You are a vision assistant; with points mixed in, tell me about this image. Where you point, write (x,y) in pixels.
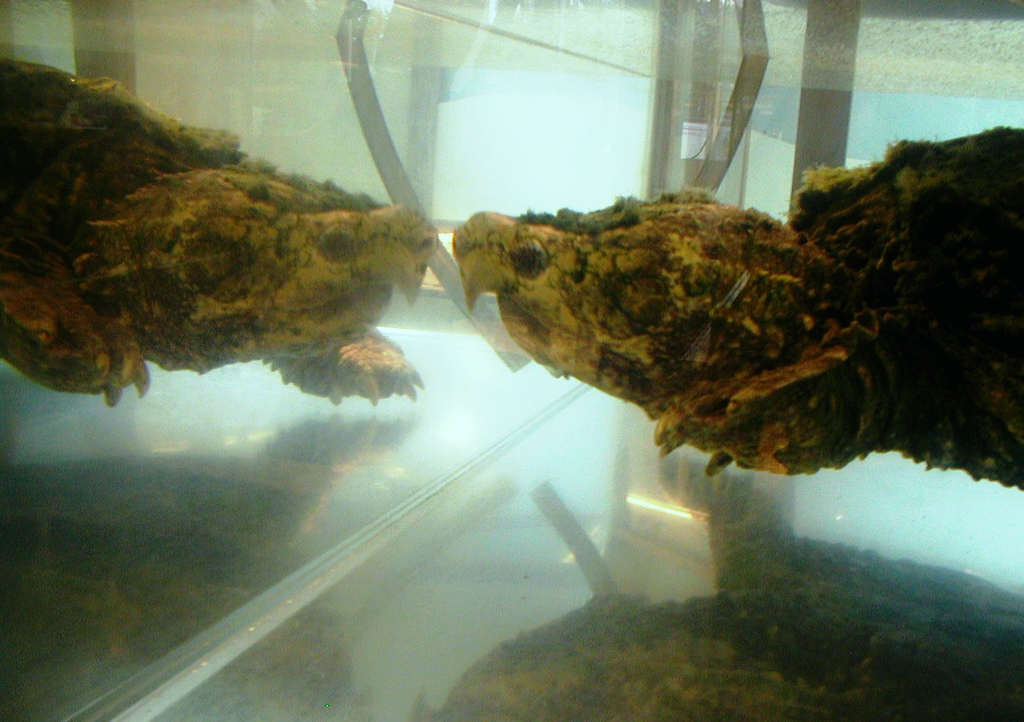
In this image, we can see an animal (545,256). There is a reflection (229,317) of an animal (258,270) on the left side of the image (249,337).
